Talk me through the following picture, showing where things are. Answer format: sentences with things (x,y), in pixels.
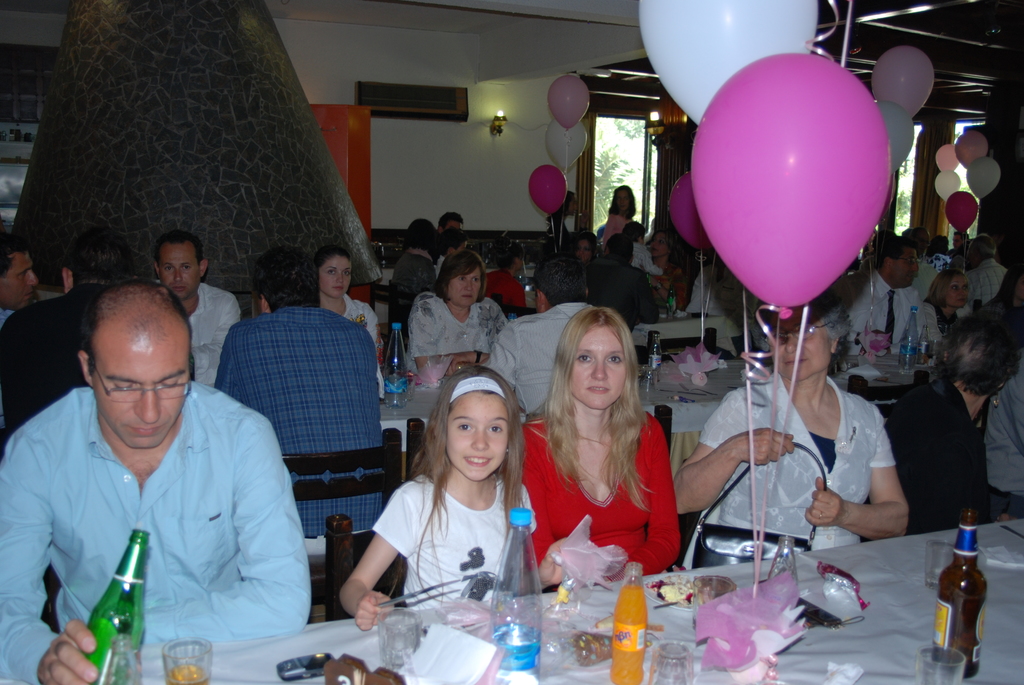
The picture is taken inside a room (391,406) where number of people (426,474) are sitting in front of their tables (647,606). On the table (555,672) there are bottles (623,626), plates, napkins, food (585,643) are present. At the center of the table (664,626) balloons (717,176) are attached to it which are in pink and white colour, at the right corner of the picture (809,498) the person (793,465) is wearing white dress (849,478) and a handbag (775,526) in her hand (812,520) beside her a woman (610,492) is in red dress (614,513) and behind the people (443,248) there is a wall (469,187) and lights (497,132) and the door (631,171) is open and outside of the building (537,221) there are trees (612,164).
